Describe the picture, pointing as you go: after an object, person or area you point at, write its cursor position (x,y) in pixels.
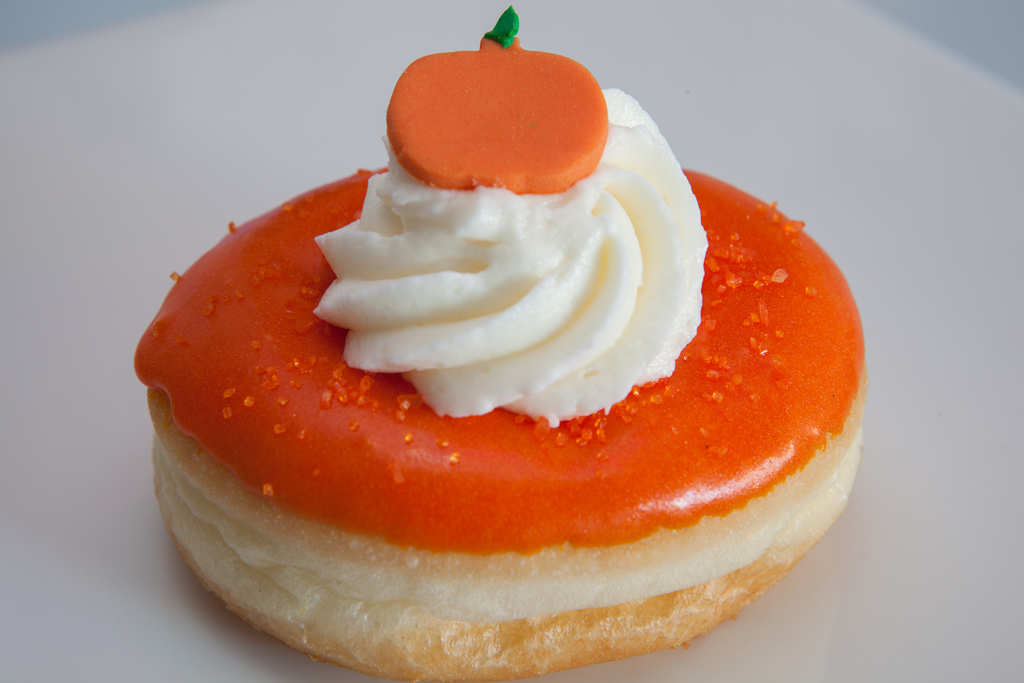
In this image I can see the food (520,323) on the white color surface (36,236). I can see the food (369,562) is in cream, brown, orange and green color.
